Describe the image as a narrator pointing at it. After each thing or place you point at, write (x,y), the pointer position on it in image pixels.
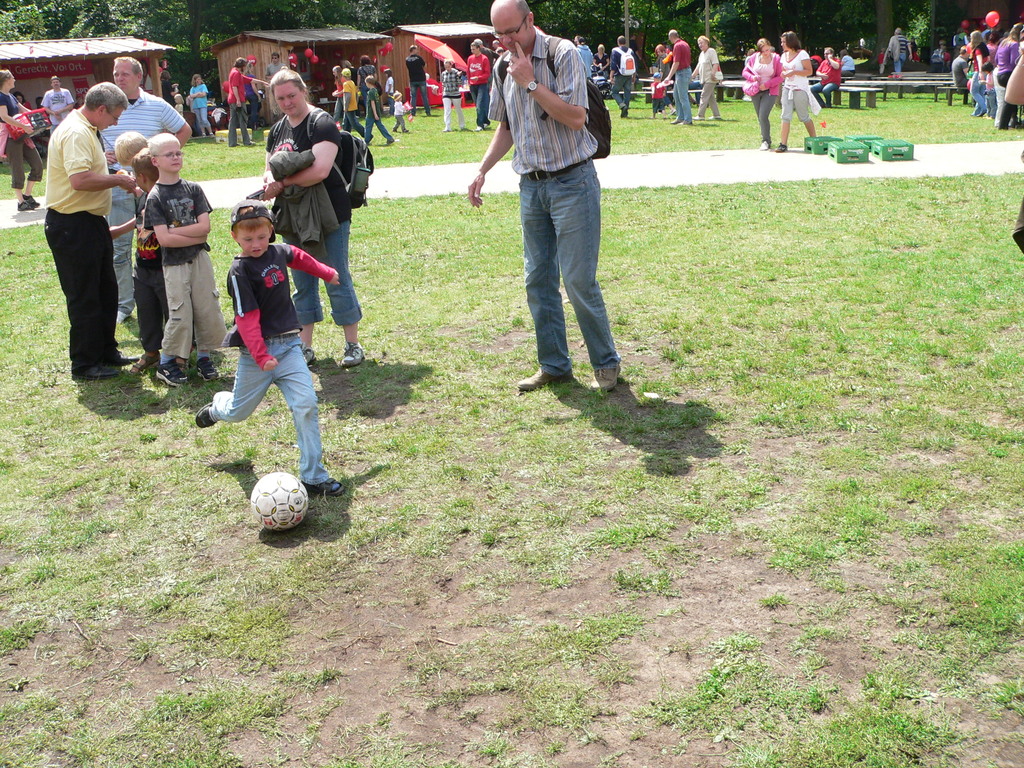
At the bottom of the image (80,589) there is grass (373,323). In the middle of the image (572,294) few people (304,312) are standing, walking and holding some bags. Behind them there are some trees (72,27), houses (22,52) and benches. In the middle of the image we can see a ball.
